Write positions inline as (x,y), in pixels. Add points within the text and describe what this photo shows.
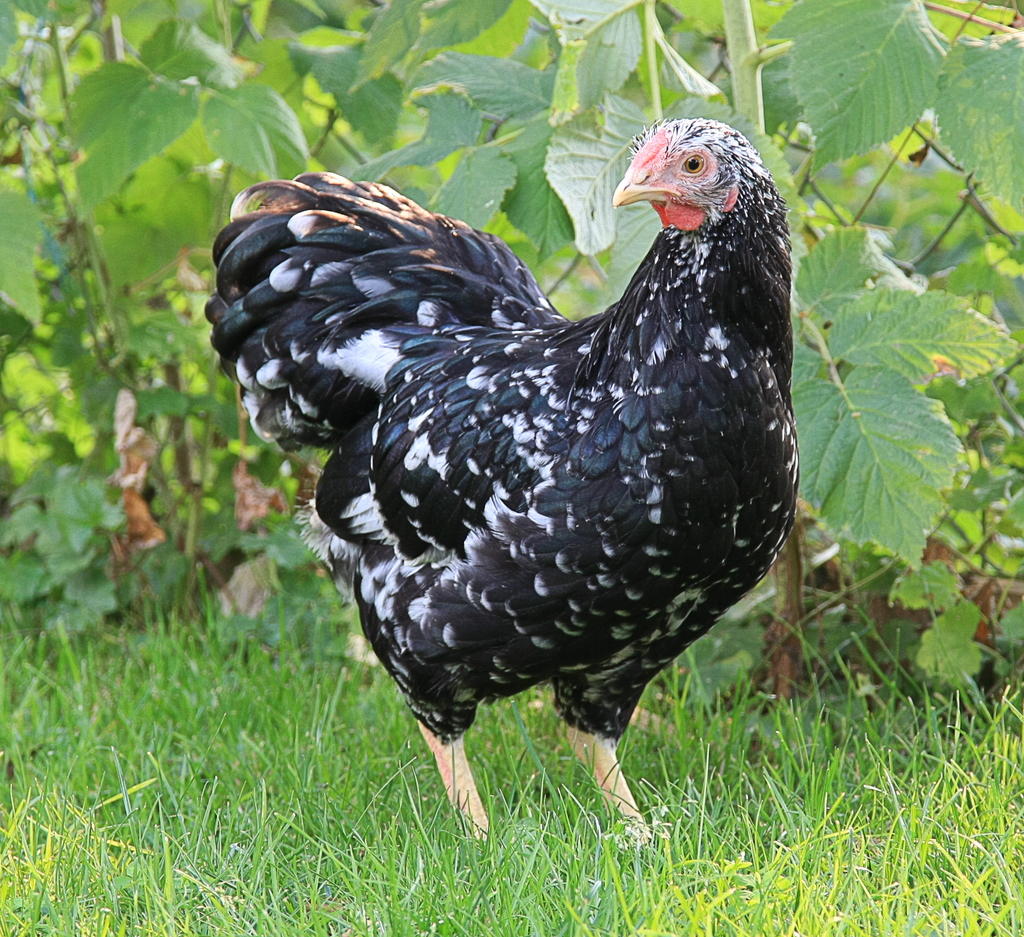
We can see hen (474,664) on the grass (560,848), behind this hen (335,444) we can see plants (457,128).
